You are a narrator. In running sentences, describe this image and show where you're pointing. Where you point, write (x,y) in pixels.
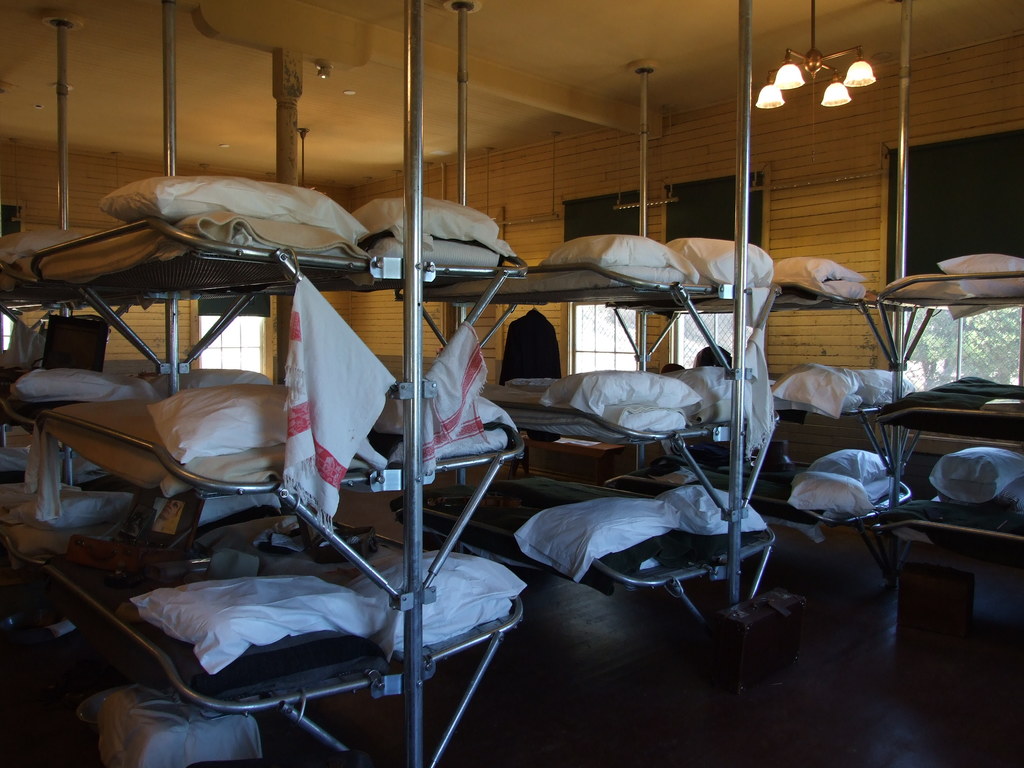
In this image I can see the bunk beds (311,560) and there are pillows (302,215) on it. In the background (683,357) I can see the windows (682,342) and there are lights (765,105) in the top (864,56). I can see the trees (927,345) through the window (940,344).
